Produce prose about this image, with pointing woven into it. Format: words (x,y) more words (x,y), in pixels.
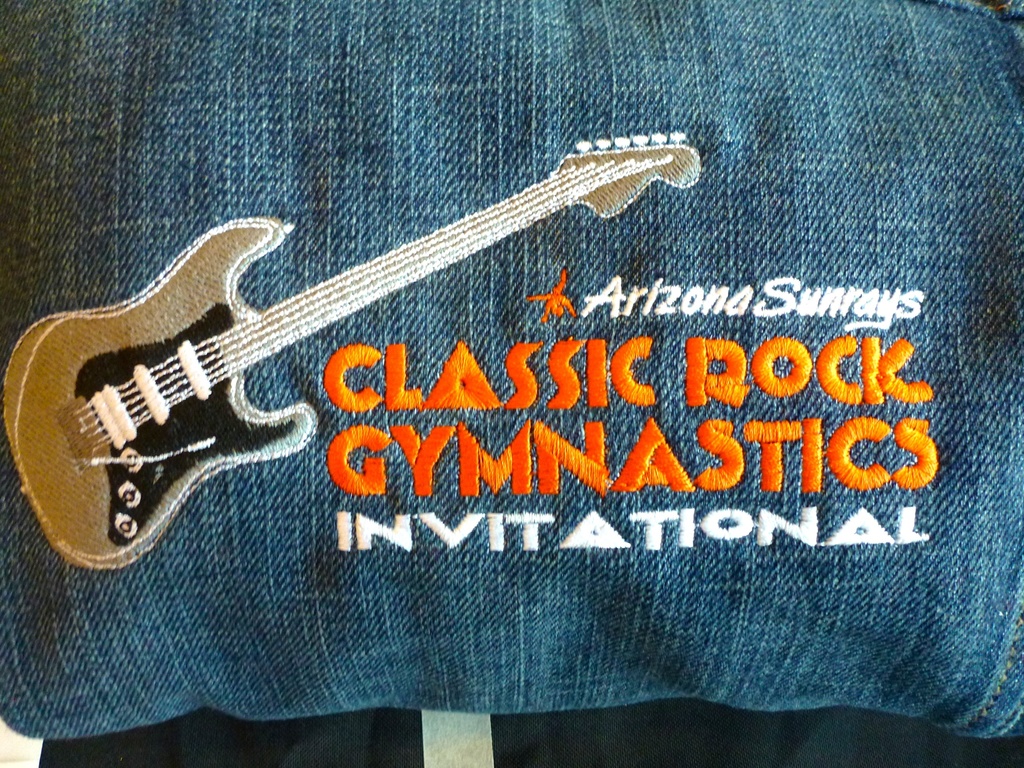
In this picture I can see there is a cloth (270,215) and there is an image of the guitar (183,442) and there is something written on it. There is a black object (630,750) at the bottom of the image (346,744).
